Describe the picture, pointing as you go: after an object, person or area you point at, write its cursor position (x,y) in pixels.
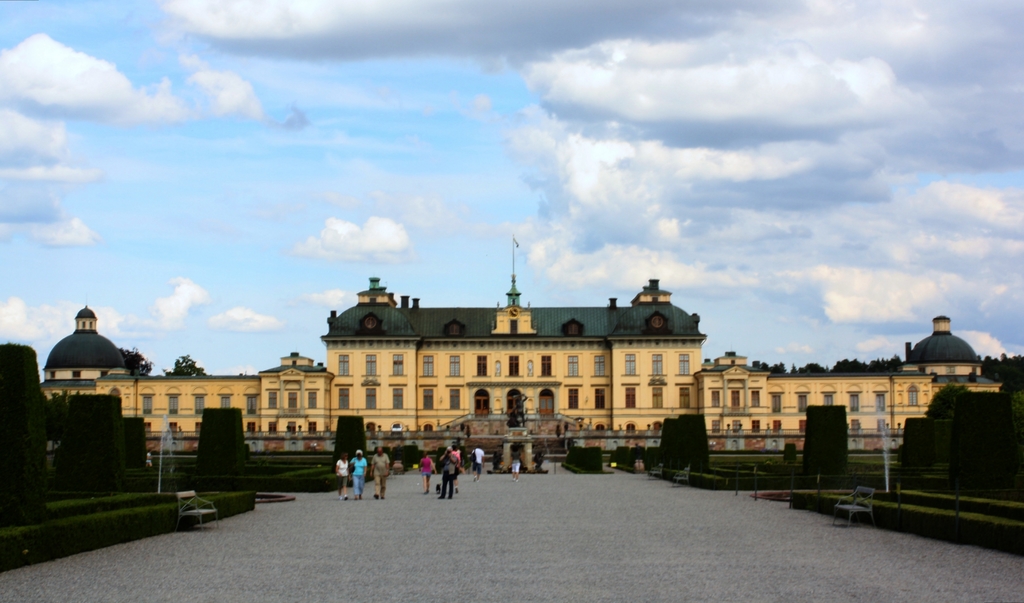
In the middle of the image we can see some people (354,453) are walking and standing and there are some benches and plants (104,437). In the middle of the image (366,296) there is a building (178,426). Behind the building (869,424) there are some trees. At the top of the image (980,118) there are some clouds (13,74) in the sky (13,70).
